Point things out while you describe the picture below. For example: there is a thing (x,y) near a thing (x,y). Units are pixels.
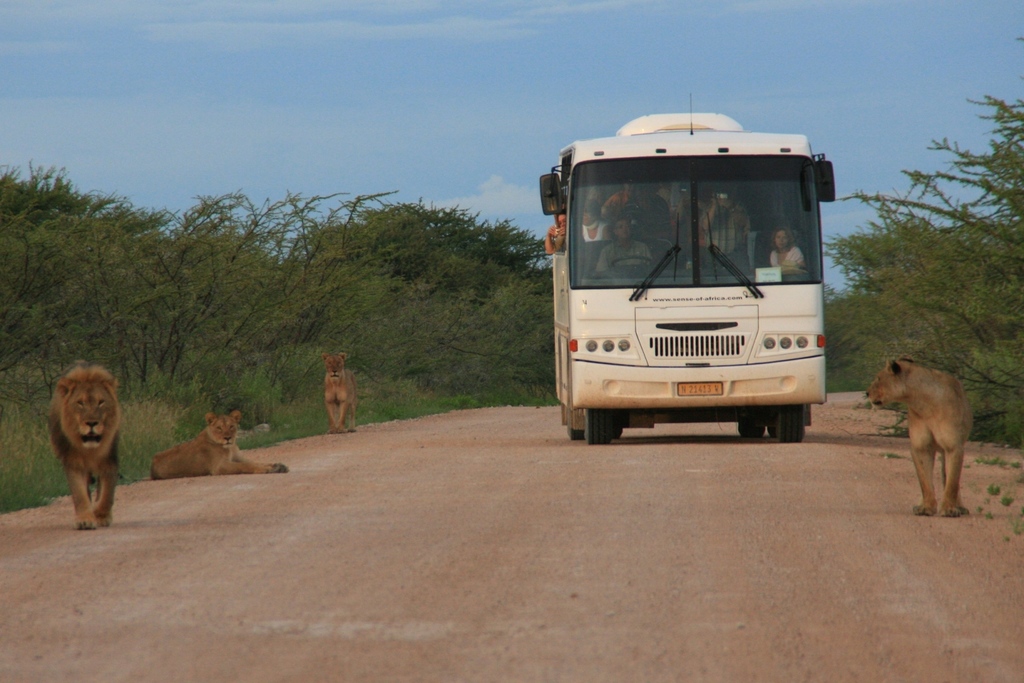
In this image we can see a group of people (621,258) in a bus (671,237). In front of the bus (663,272) there are four lions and beside the bus (778,315) there are group of trees (423,234). At the top (586,84) we can see the sky (411,75).
